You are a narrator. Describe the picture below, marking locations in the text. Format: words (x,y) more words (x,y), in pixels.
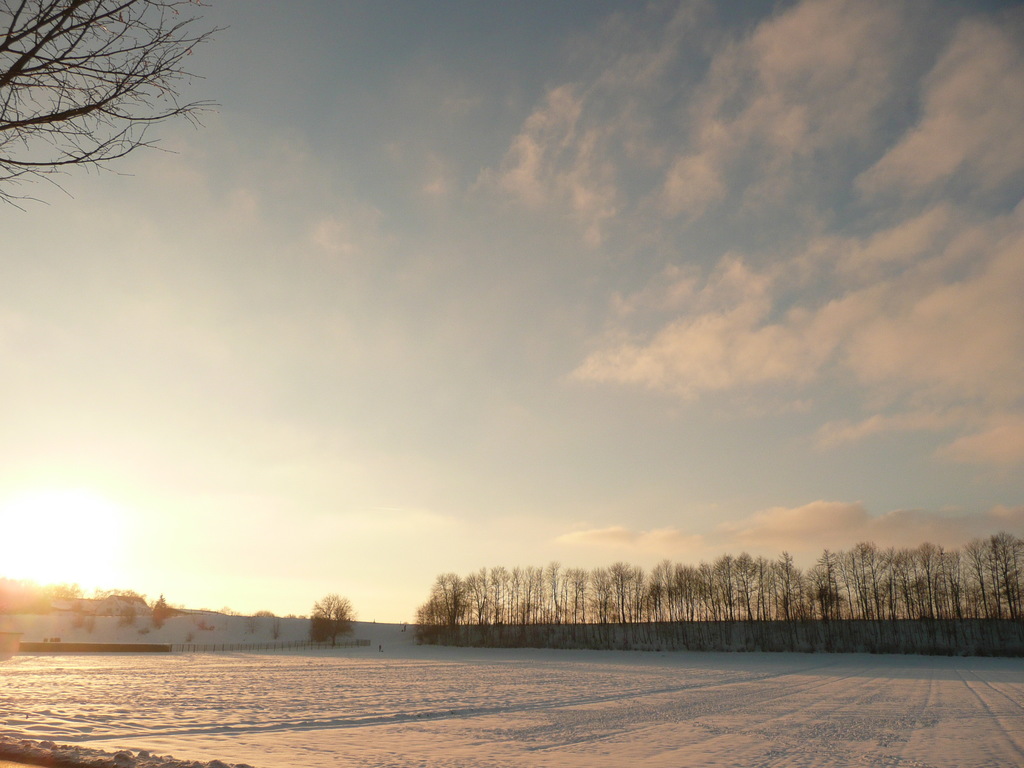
In this image we can see the snow (255,627), fencing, trees (117,10), and also we can see the clouded sky (509,217).
